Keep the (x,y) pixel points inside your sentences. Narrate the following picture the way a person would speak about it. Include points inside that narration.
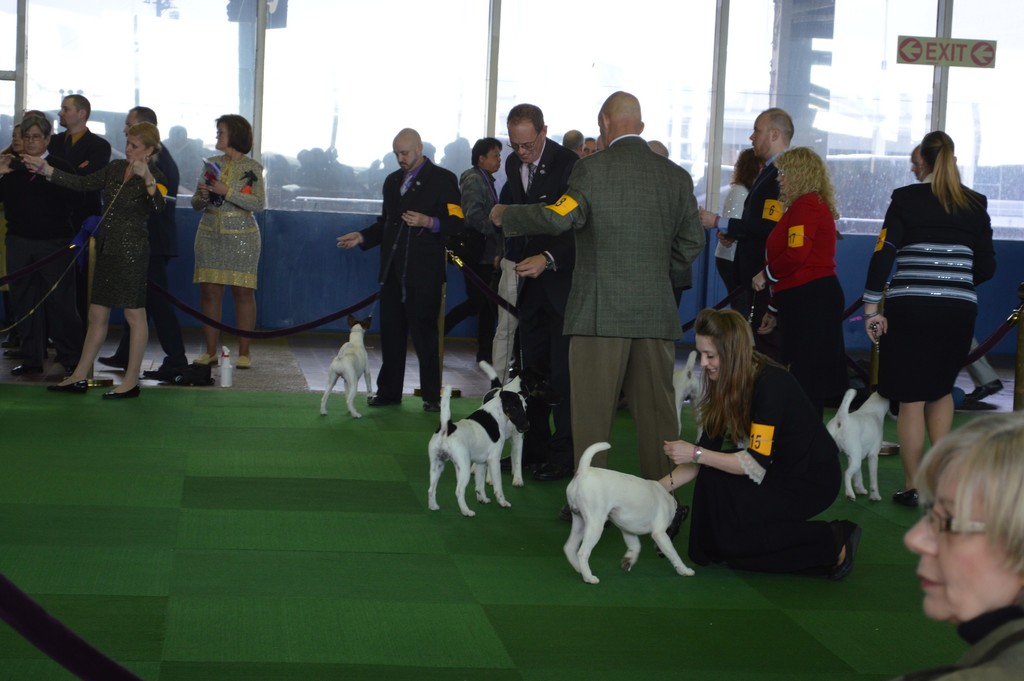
In the image we can see there are people (632,284) who are standing and they are holding their dogs (652,516) with a chain (502,385).
